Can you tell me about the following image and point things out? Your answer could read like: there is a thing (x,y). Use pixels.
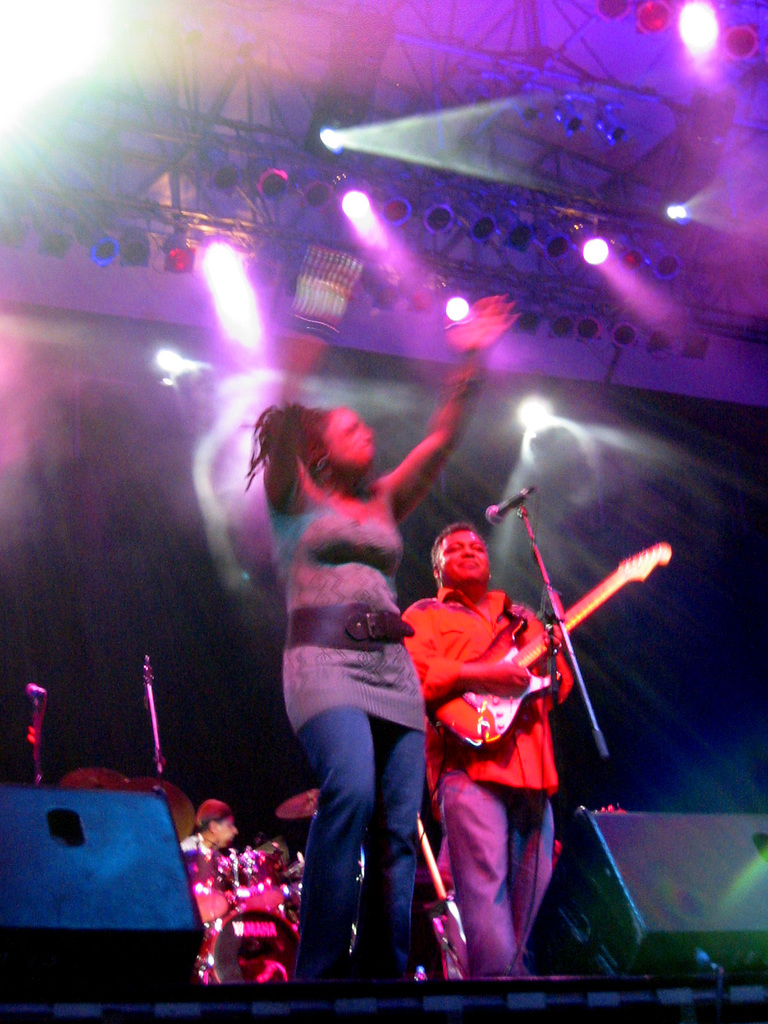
In the picture there are three people (312,757). The man (482,573) in the front (507,613) is singing and playing an electric guitar (480,701). There is a microphone (504,502) and its stand (562,633) in front of him. The woman (350,576) beside him is dancing. The man (227,833) behind them is playing drums (264,879). There are boxes (166,859) and speakers (653,878) on the floor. To the roof (369,318) there are spot lights (387,217).
